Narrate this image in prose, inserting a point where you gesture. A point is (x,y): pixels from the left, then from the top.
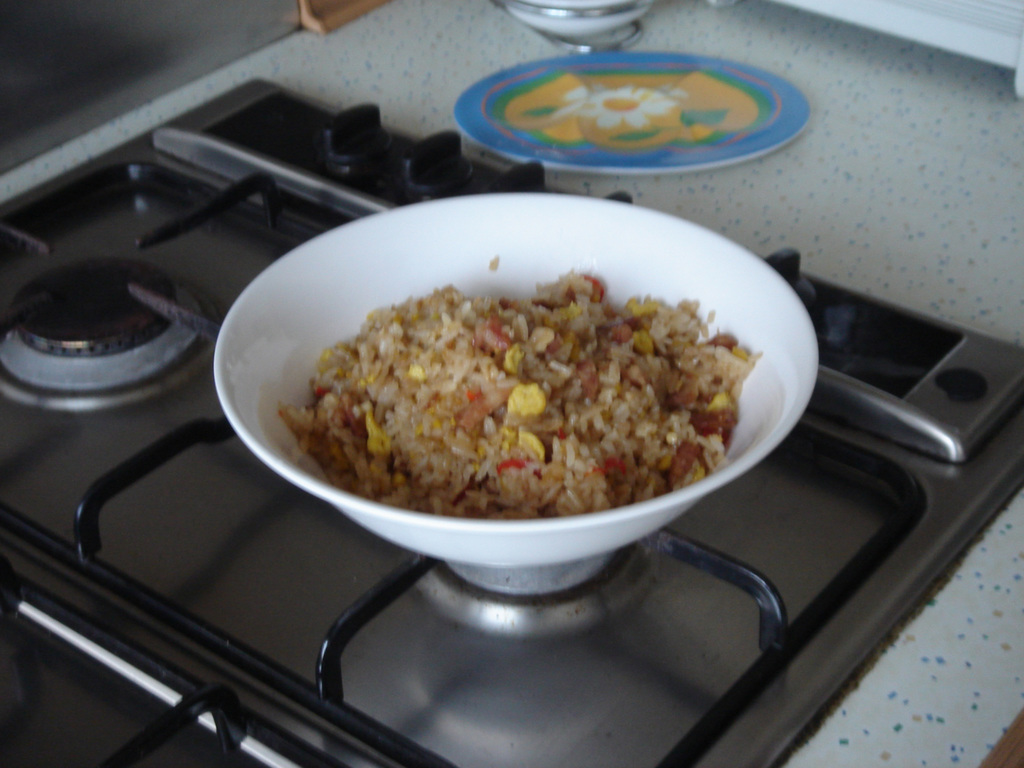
In this image we can see some food (515,424) in a bowl (654,524) which is placed on the stove (544,595). We can also see a plate (569,97) beside it.
